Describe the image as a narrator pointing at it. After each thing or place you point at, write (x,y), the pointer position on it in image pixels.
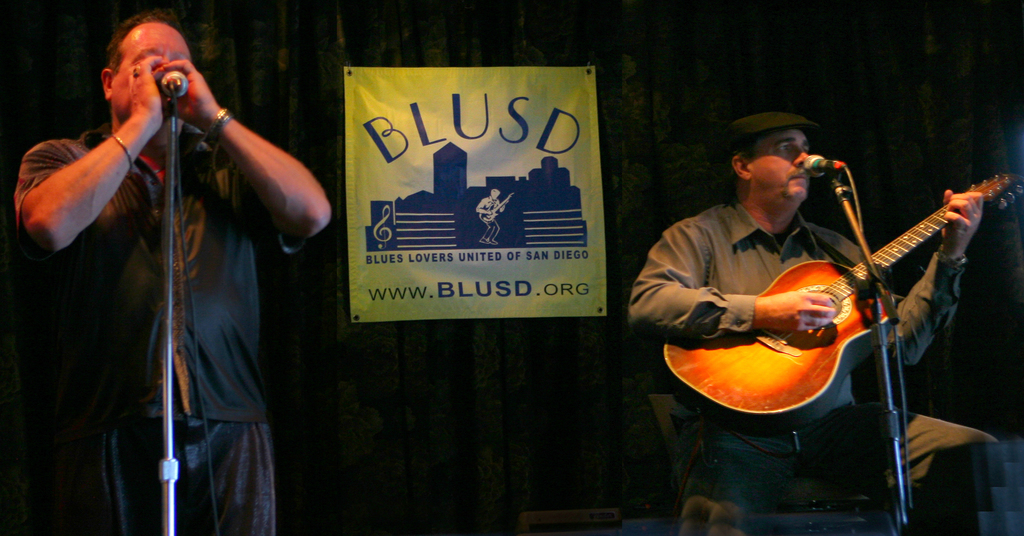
In this image we can see the person (703,423) sitting on the right side of the image (706,358) is holding a guitar (707,349) and playing it. On the left side of the image (145,337) we can see a man (203,241) playing a harmonica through the mic (164,84). In the background (505,210) there is a poster (457,216).
